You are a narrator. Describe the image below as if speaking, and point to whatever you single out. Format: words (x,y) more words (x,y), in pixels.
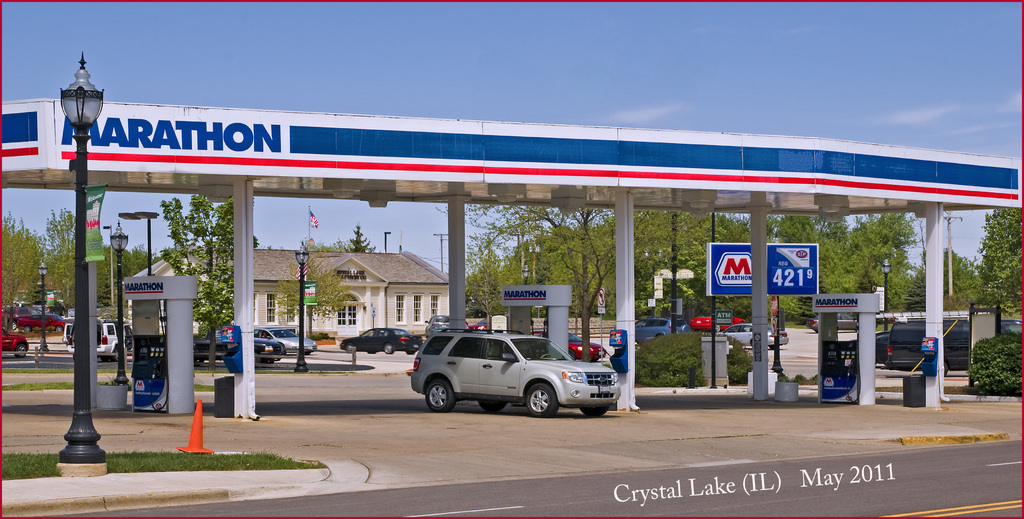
In this image, we can see a gas station (242,257) and a few vehicles (731,330). We can also see a house (418,322) and some trees (339,299) and poles (304,254), boards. We can also see the ground (162,443) and some grass (272,461). We can also see the sky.
